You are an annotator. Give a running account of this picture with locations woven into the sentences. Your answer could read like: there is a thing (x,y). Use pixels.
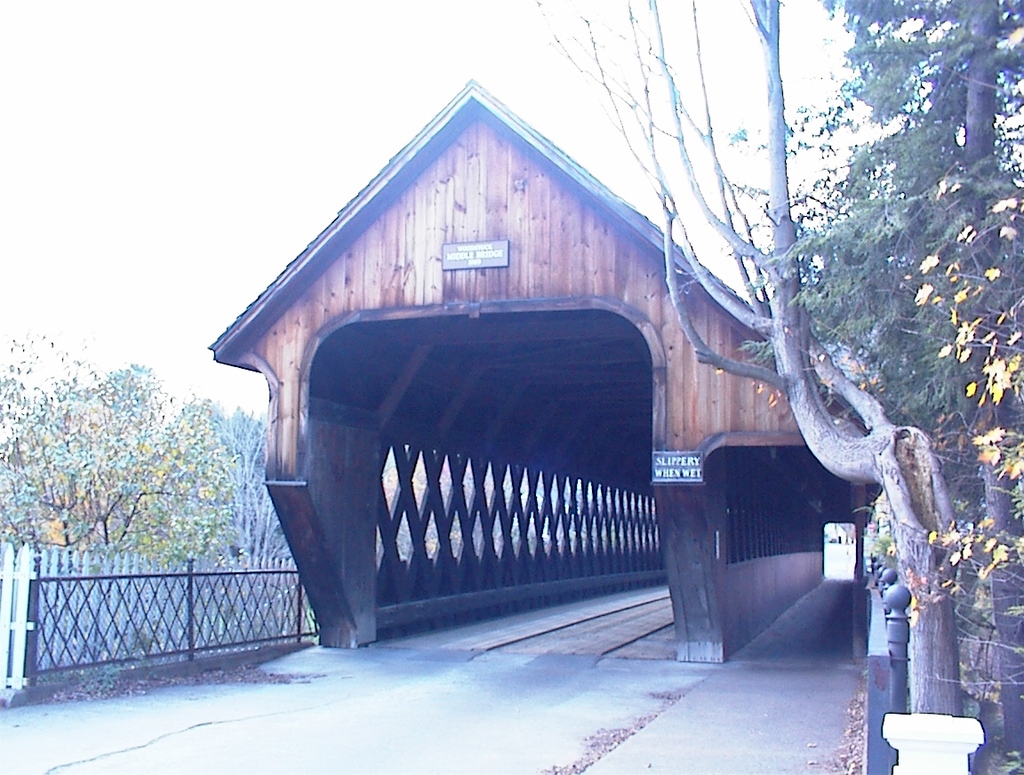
Here in this picture we can see a shed (421,564) present over a place and we can also see a railing (172,607) on the left side (164,590) and we can also see plants (252,552) and trees (947,444) covered around it.
